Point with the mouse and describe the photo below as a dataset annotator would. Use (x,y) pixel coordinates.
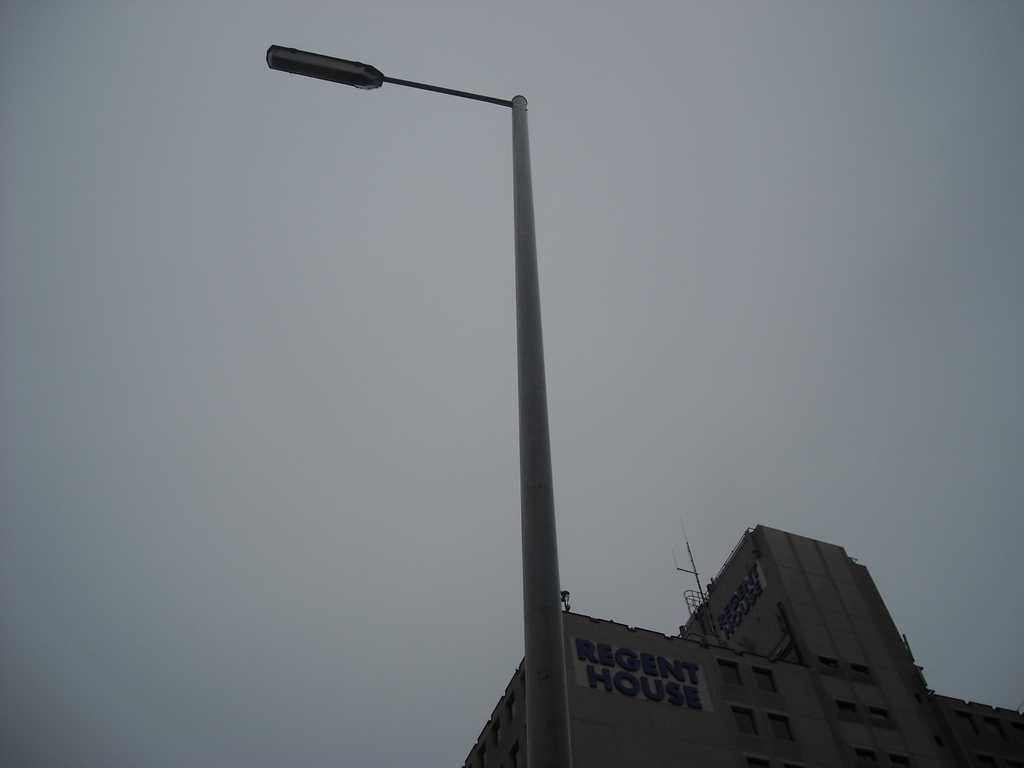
In this image we can see there is a street light (534,543), back of the street light (555,724) there is a building (690,714). In the background (731,390) there is a sky (765,465).
